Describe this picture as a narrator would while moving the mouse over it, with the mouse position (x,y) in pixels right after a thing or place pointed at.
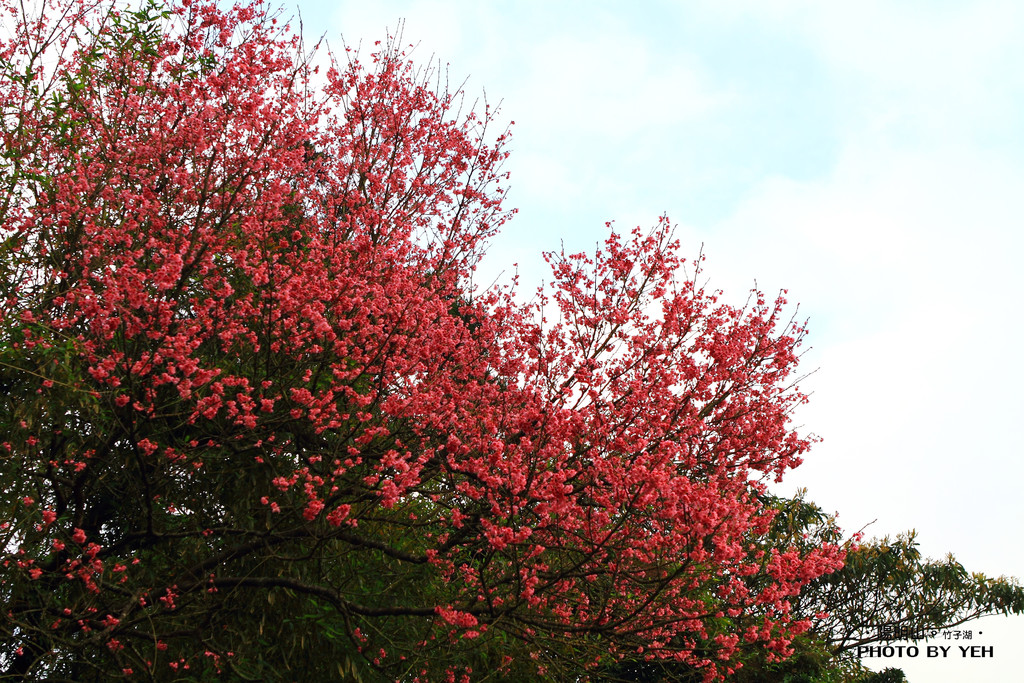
In the center of the image (502,396) we can see tree (402,467). In the background (804,165) there are clouds (872,199) and sky (693,190).
